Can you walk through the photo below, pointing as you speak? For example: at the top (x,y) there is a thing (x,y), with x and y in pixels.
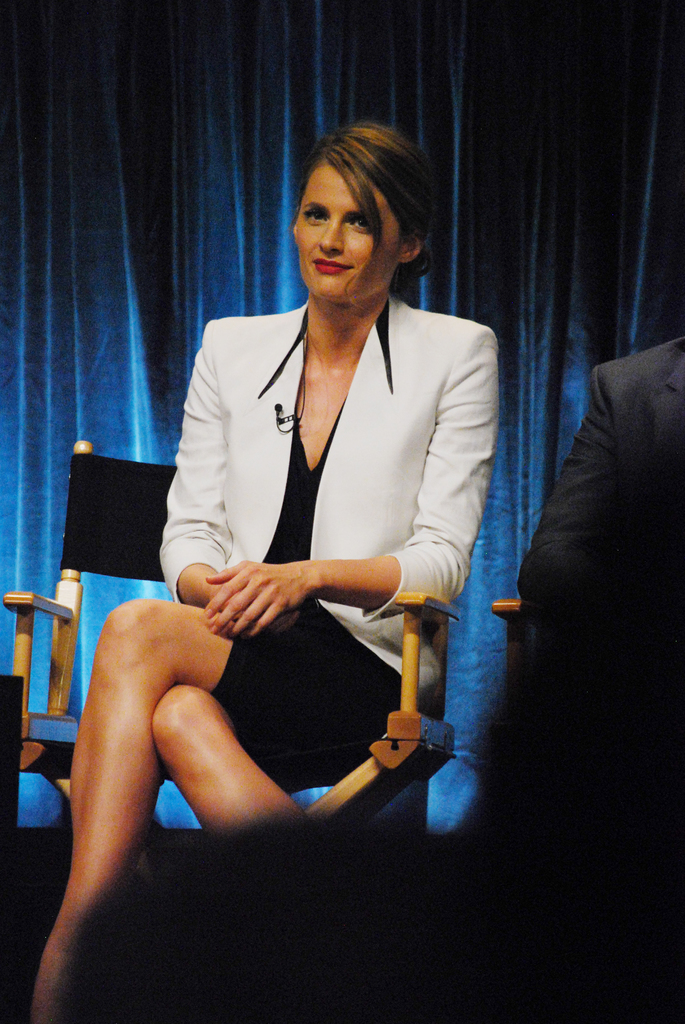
In this picture we can see two people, here we can see chairs (430,728) and in the background (533,298) we can see a curtain (574,267).
